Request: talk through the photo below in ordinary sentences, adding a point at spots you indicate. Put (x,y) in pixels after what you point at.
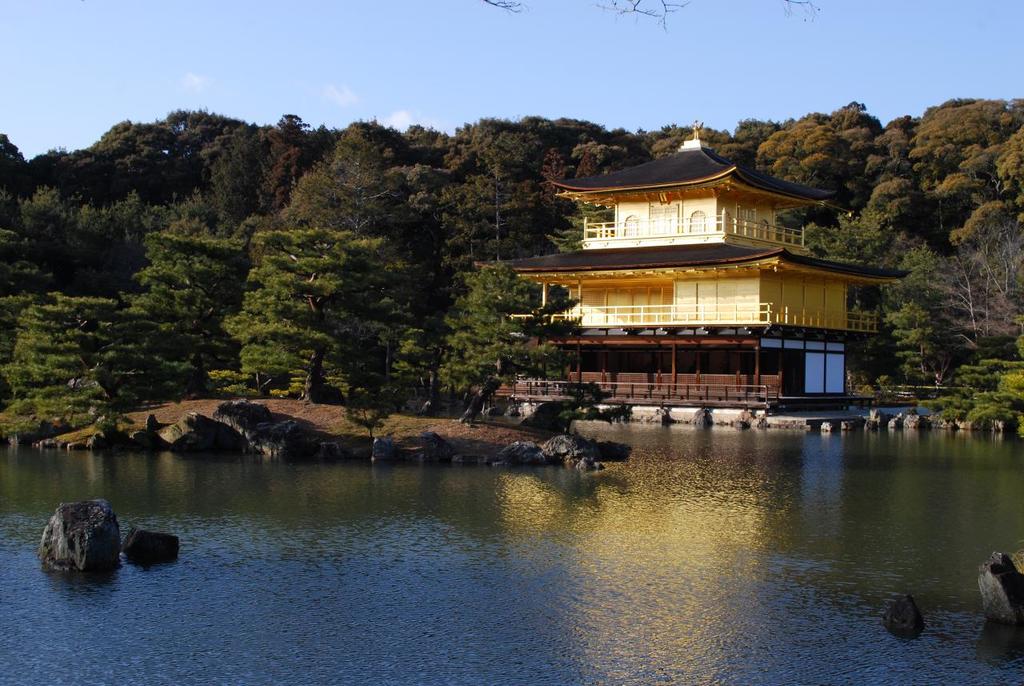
In the picture we can see the water surface (425,613) in it, we can see some rocks (99,506) and in the background (732,422), we can see a surface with near it, we can see some stones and on the surface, we can see some trees (556,334) and beside it, we can see a house (714,402) with three floors (635,372) and behind it we can see many trees (515,254) and the sky (44,142) on top of it with clouds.
